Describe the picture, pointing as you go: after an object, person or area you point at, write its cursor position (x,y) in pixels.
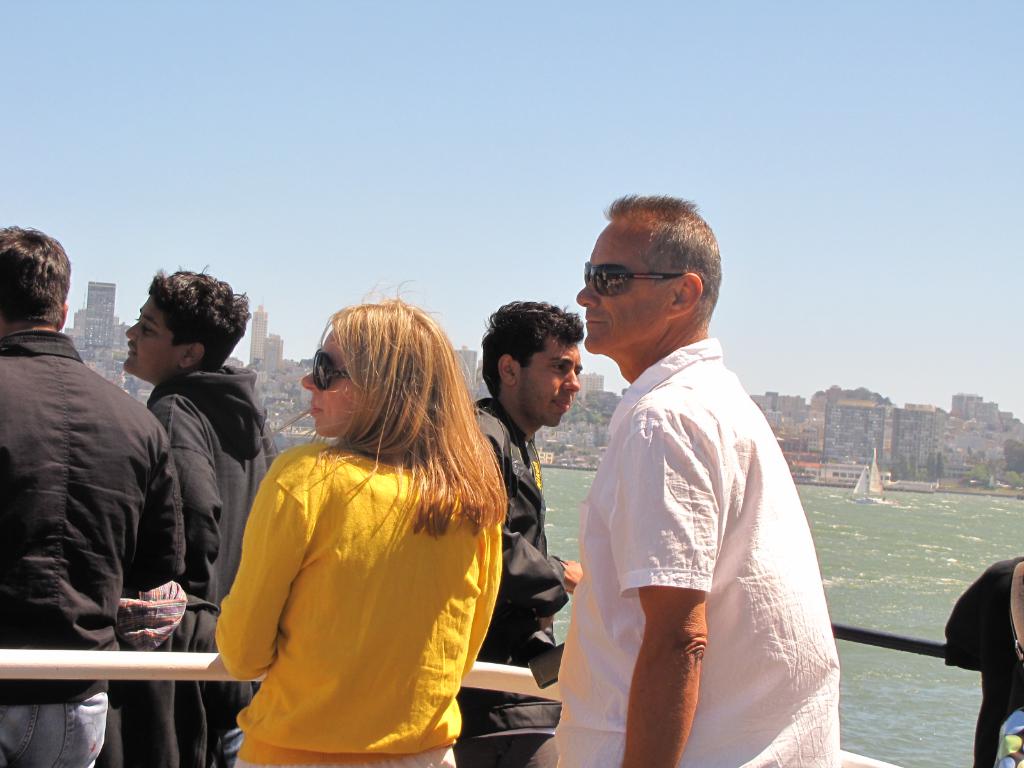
This is an outside view. Here I can see few people (442,455) are standing and there is a railing (54,660). It seems like a boat (869,763). On the right side (904,550), I can see the water (889,545). In the background (873,492) there is another boat (874,482) and also many buildings (891,432). At the top of the image (478,162) I can see the sky (479,162) in blue color.
